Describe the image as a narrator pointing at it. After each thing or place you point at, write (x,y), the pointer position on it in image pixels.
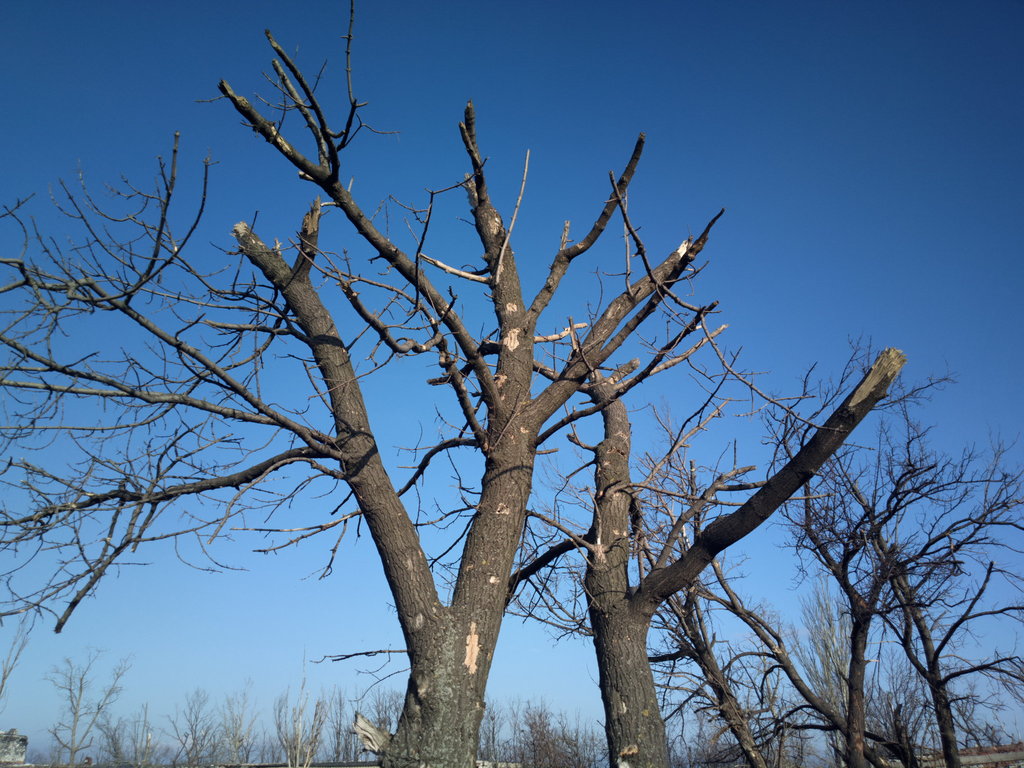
In the foreground of this image (122,480), there are trees (490,446) without leaves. On the top (635,48), there is the sky (593,58).
